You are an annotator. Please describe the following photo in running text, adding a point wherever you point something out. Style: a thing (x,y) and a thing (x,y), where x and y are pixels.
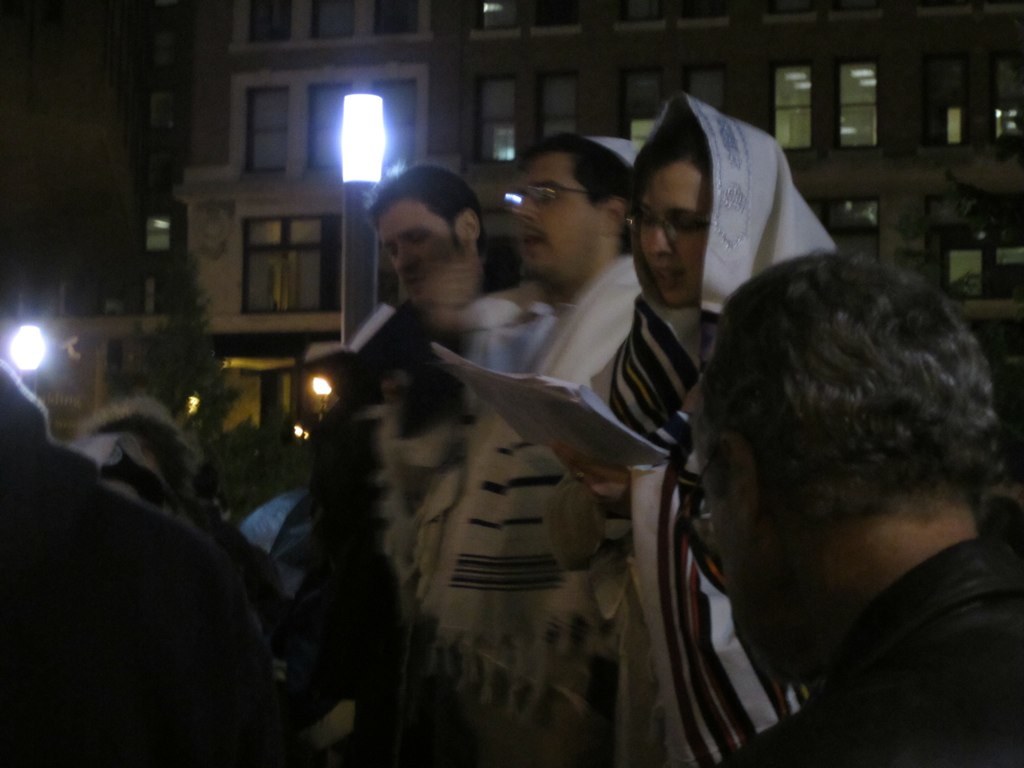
In the center of the image (681,293) there are people (640,669). In the background of the image (176,198) there is a building (242,413). There are windows (261,162). To the left side of the image (18,359) there is a light (44,342).
